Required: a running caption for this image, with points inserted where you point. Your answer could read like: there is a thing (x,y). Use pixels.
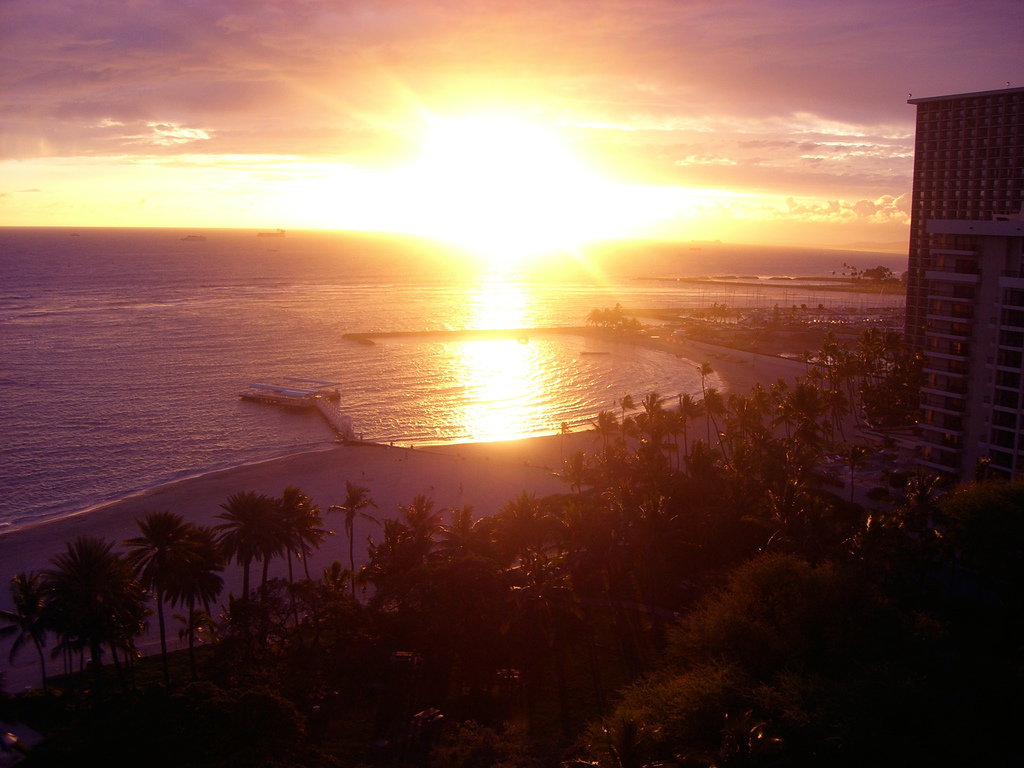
In this picture there is a building (1001,98) and there are trees (416,521). At the back (435,340) there is a bridge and there are ships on the water (196,379). At the top (510,109) there is sky (546,109) and there are clouds (577,108) and there is a sun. At the bottom (176,513) there is water (160,414) and sand (166,502).
